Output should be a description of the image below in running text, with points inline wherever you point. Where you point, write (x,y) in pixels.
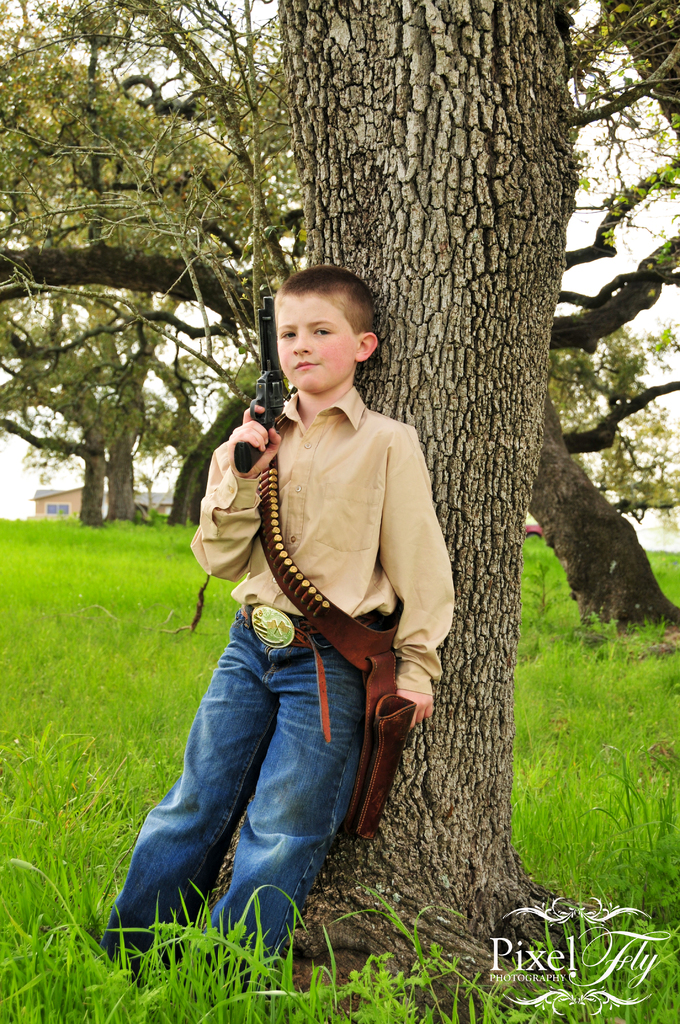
In the center of the image (348,385) there is a boy (350,386) holding a gun (263,344) in his hand (242,441). Behind him there is a tree trunk (384,185). At the bottom of the image (320,1000) there is grass (336,1004). There is some text (645,976) to the right side of the image (521,957). In the background of the image (617,428) there are trees (178,503). There is a building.
